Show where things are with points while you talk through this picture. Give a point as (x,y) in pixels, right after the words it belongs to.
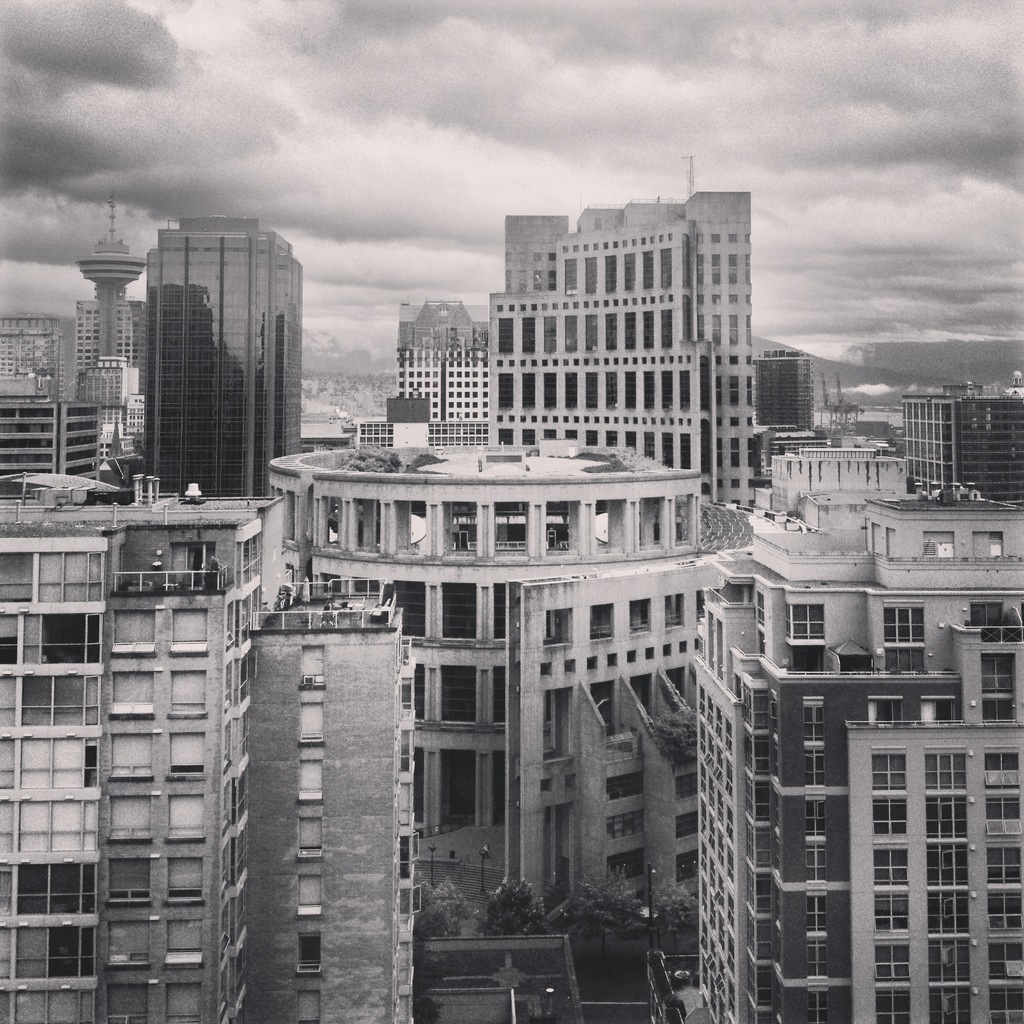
This image consists of many buildings (387,851) and skyscrapers (622,371). At the top (461,95), there are clouds (350,122) in the sky (234,167).
